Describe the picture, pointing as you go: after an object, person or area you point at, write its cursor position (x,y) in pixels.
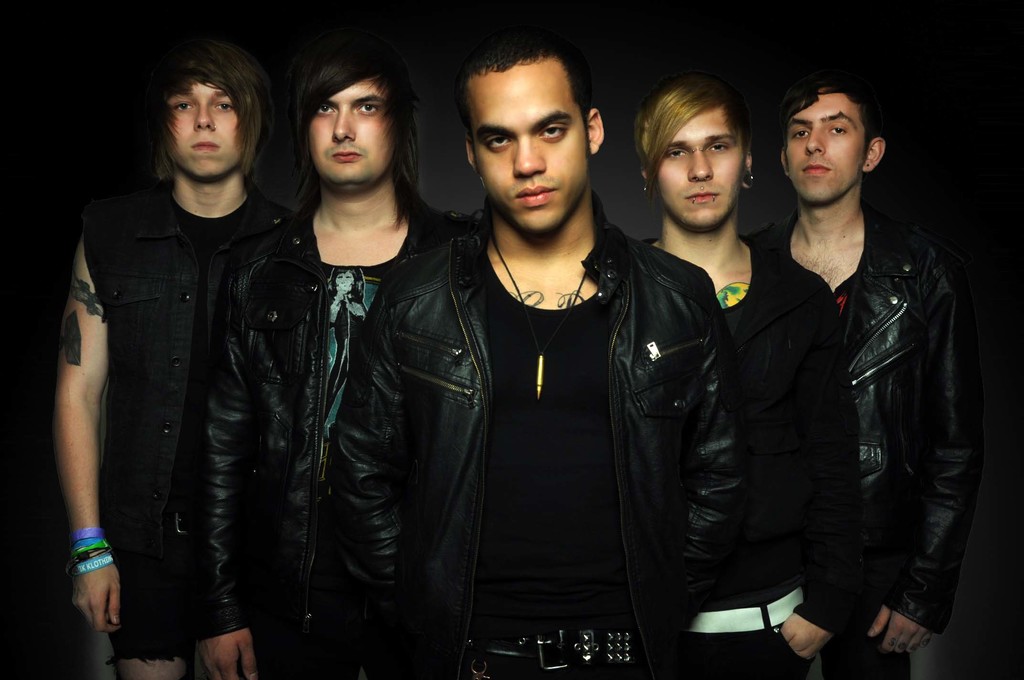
Here we can see five people (582,288). These people (778,321) wore jackets (484,380) and looking forward. Background (938,177) it is in black color.
